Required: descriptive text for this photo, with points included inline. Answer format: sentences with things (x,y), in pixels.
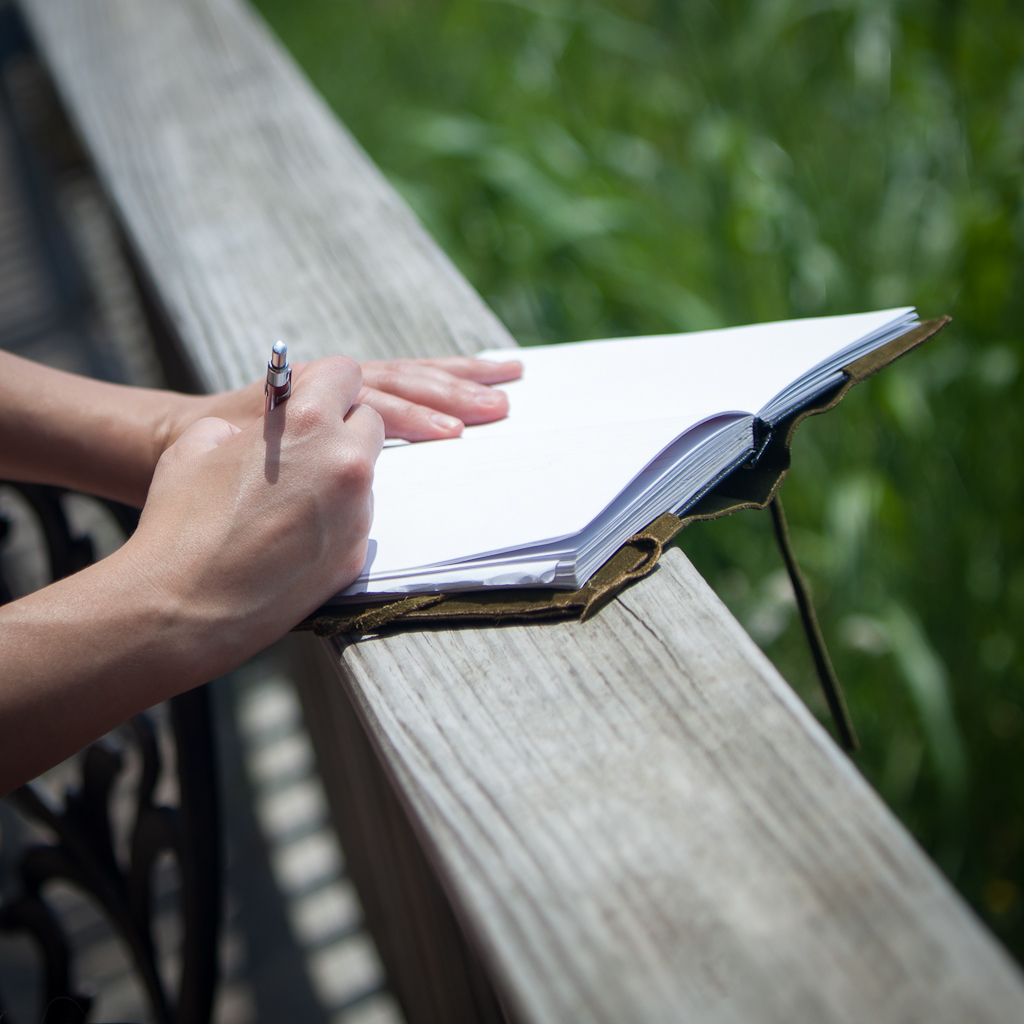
In this picture a human (339,533) writing on the book (440,467) with the help of a pen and It looks like a chair (61,1008).
